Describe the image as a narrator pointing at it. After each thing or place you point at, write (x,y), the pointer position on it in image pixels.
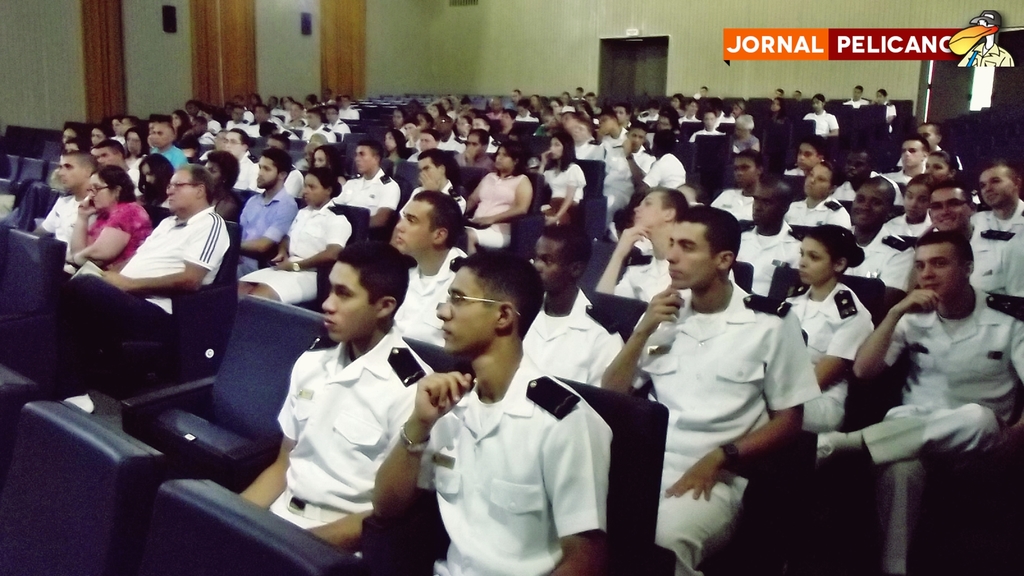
In this image there are people (391,267) sitting. In the background (553,41) there is a wall (499,41) and we can see a door (936,82). There are chairs (103,436).
